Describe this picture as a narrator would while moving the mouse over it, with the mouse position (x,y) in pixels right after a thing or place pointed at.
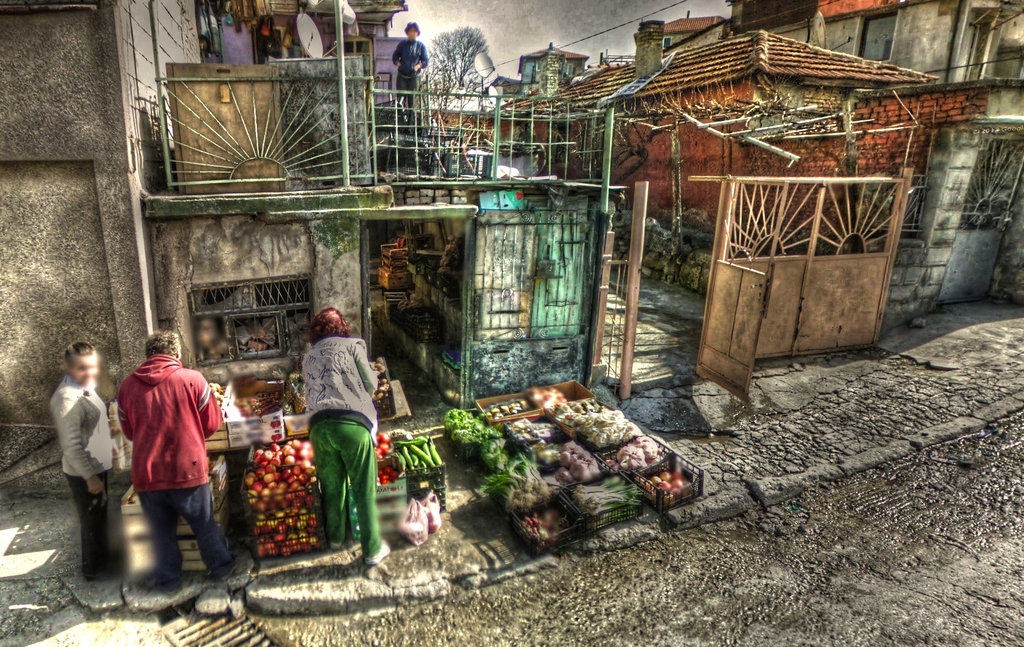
In this image in the center (351,422) there are persons (164,450) standing and there are vegetables (489,452). In the background (699,98) there are houses (898,116) and there are objects (477,69) and there is a tree (457,73) and sky (550,21) is cloudy.
